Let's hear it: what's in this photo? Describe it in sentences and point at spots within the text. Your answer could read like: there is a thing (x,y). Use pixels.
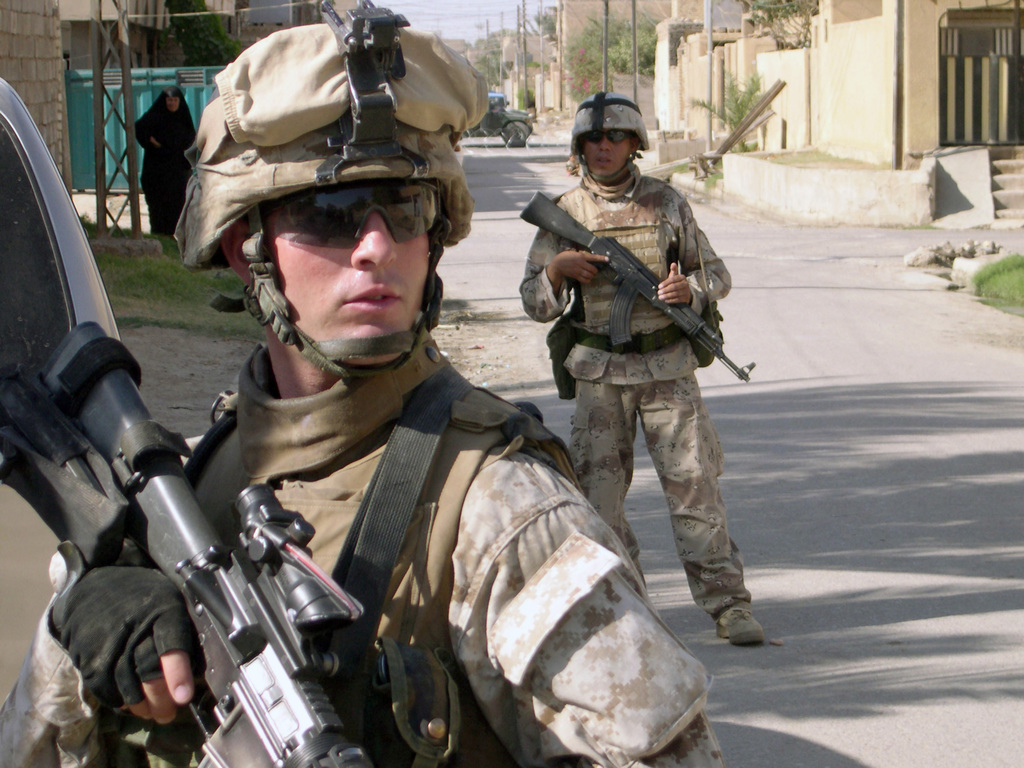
In this picture there are two officers (670,359) who are wearing the helmet (383,153), bulletproof jacket (624,278), shirt (514,537) and goggles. Both of them are holding the guns (643,284). On the left (161,194) there is a woman (169,108) who is wearing black dress (163,209). She is standing near to the electric pole (96,196). In the back (494,117) there is a car (480,132) on the road (901,284). in the background (543,81) I can see many buildings (36,107), plants (595,30), trees (644,41), street lights (606,38) and poles (541,85). At the top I can see the sky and clouds (478,36). On the right (981,246) I can see the stones (981,253) and grass (1021,277).
